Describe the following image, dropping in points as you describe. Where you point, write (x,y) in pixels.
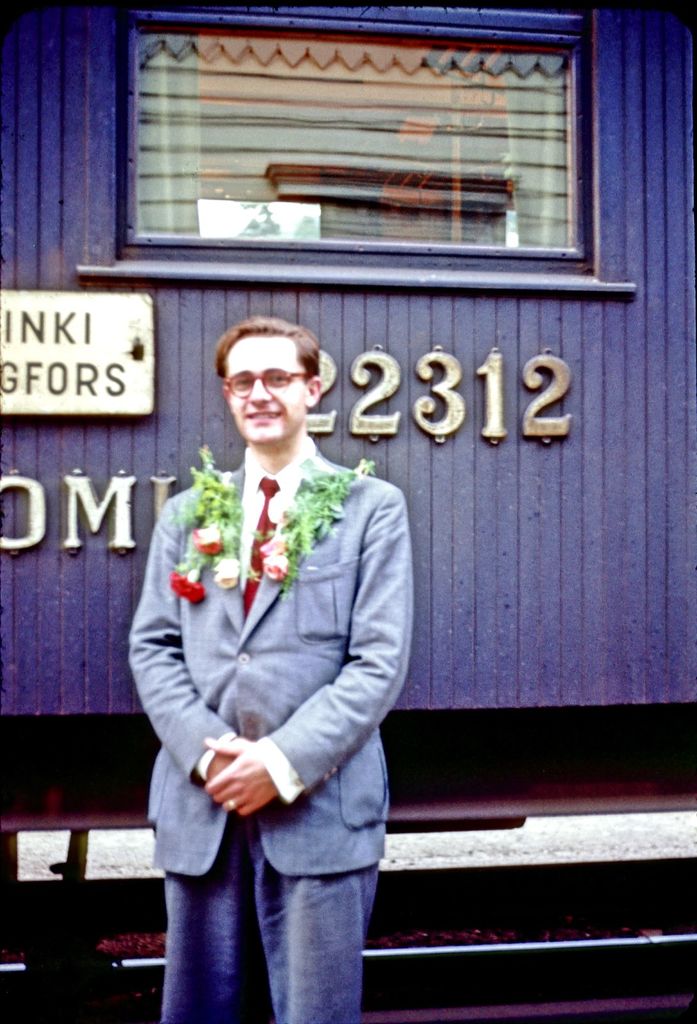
In this image there is a man (330,607) standing towards the bottom of the image (285,689), he is wearing spectacles (283,378), there is a wooden wall (315,410), there is a board (110,325) towards the left of the image (107,339), there is text (85,321) on the board (119,336), there is text (69,543) on the wooden wall (510,397), there are numbers (450,426) on the wooden wall (471,358).
